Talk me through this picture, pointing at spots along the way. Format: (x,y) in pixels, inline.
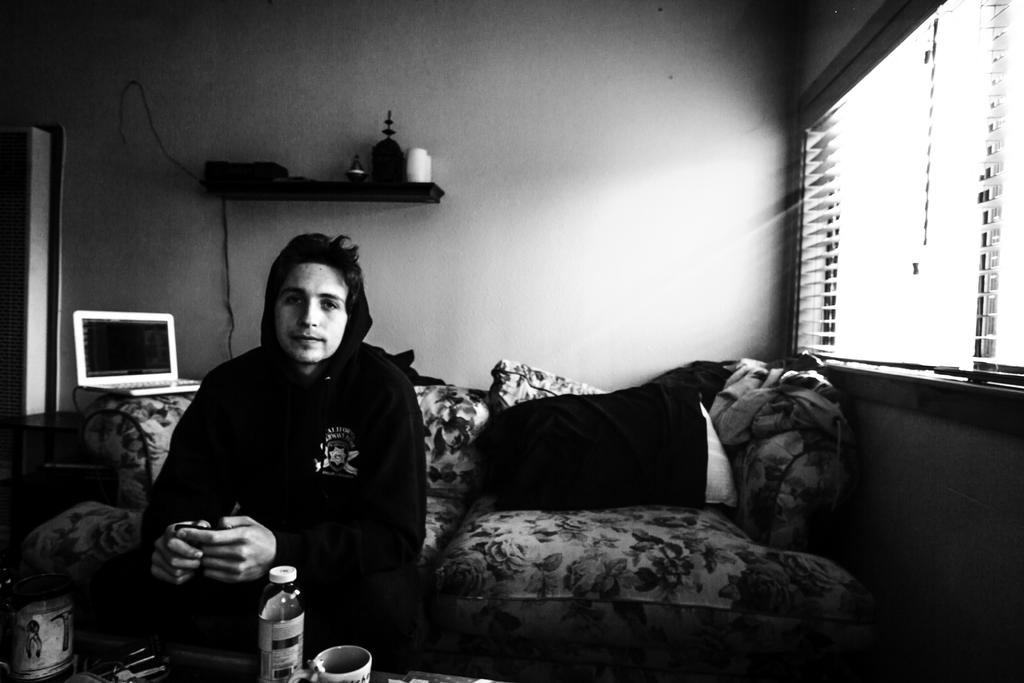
In this image I can see a person (363,618) is sitting on a sofa (115,445) in front of a table (240,654) on which a bottle (300,630), cup (362,681), some objects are there. In the background (852,337) I can see cushions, blankets (520,415), laptop (98,379), wall (139,252), cupboard (8,294), window (864,342) and other objects (817,309) are there. This image is taken may be in a room.
